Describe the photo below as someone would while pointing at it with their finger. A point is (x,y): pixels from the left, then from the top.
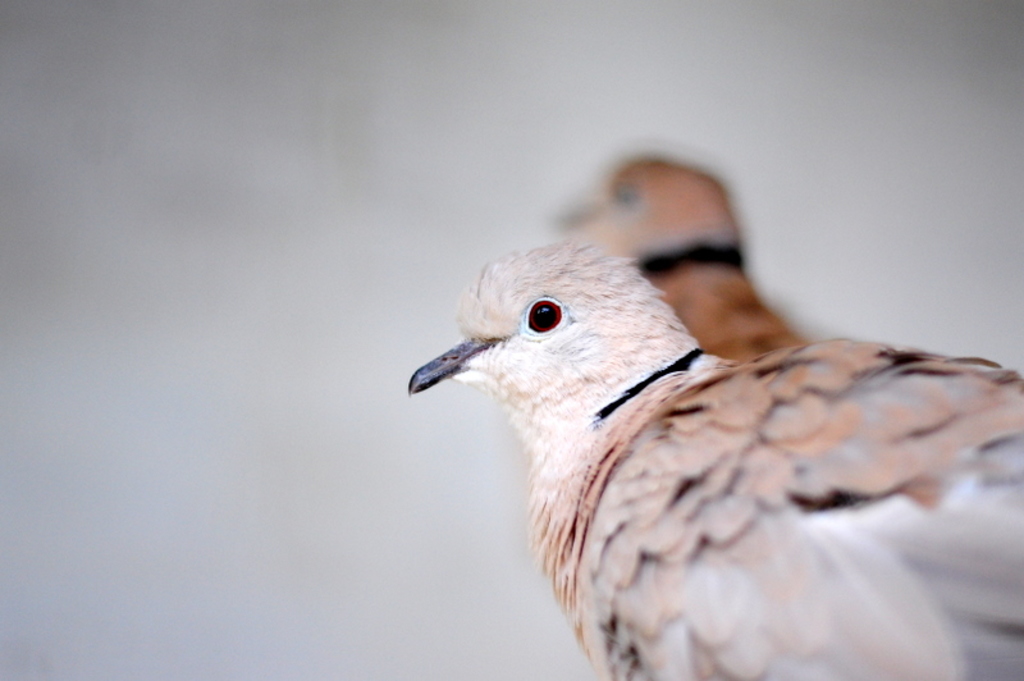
In this image we can see two birds (622,416) and the background (524,214) is white.
